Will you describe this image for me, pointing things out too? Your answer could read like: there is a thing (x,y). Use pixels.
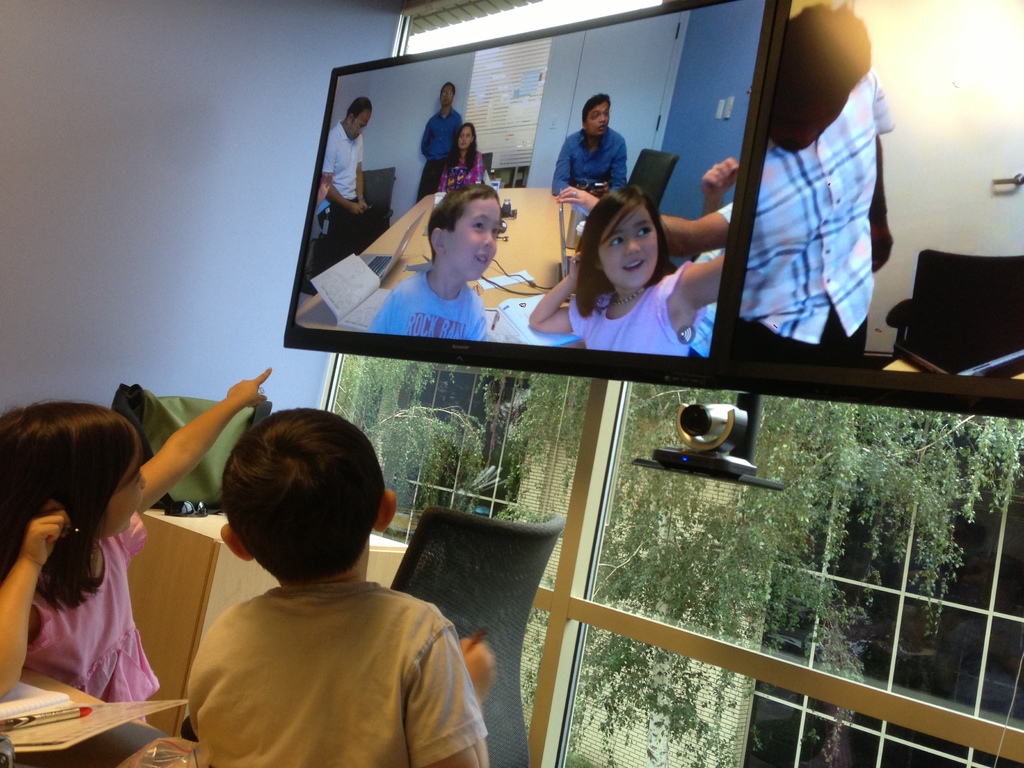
In this image at the bottom (325,529), there is a boy (371,628), he wears a t shirt (346,617) and there is a girl (80,561), she wears a dress (105,557), her hair (80,561) is short. At the bottom (89,697) there is a table (74,699) on that there are papers (93,732). In the middle (680,306) there is a tv (698,216) and camera (708,418). In the background (673,502) there are chairs (404,572), tables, wall (204,207), plants (835,544), windows (911,653) and glasses (768,745).
